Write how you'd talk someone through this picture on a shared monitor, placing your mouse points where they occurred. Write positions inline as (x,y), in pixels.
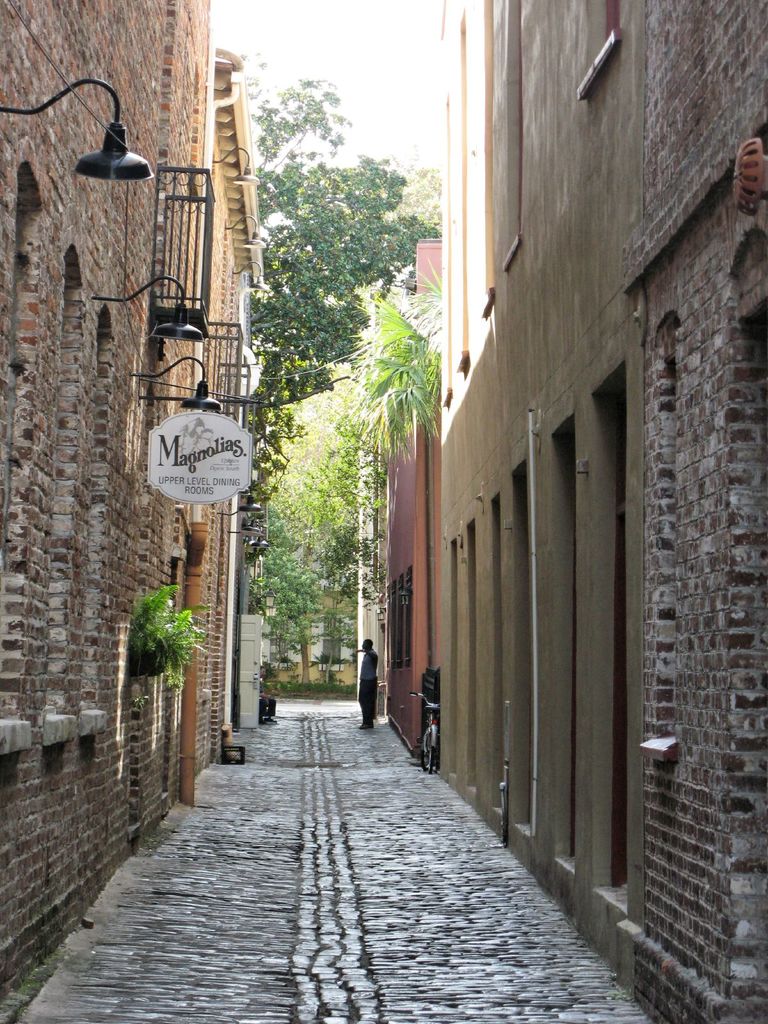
This image is taken outdoors. At the bottom of the image (281,936) there is a floor (316,915). In the middle of the image (300,511) there are a few trees (320,590) and plants (324,686) on the ground (287,703) and a man (367,678) is standing on a floor (376,729). A bicycle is parked on the floor (409,795). On the left (126,514) and right sides of the image there are a few buildings (231,643) with walls (81,645), windows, doors (251,672) and roofs (226,120). There are a few lights (180,330) and there is a board (204,481) with a text (229,476) on it.
